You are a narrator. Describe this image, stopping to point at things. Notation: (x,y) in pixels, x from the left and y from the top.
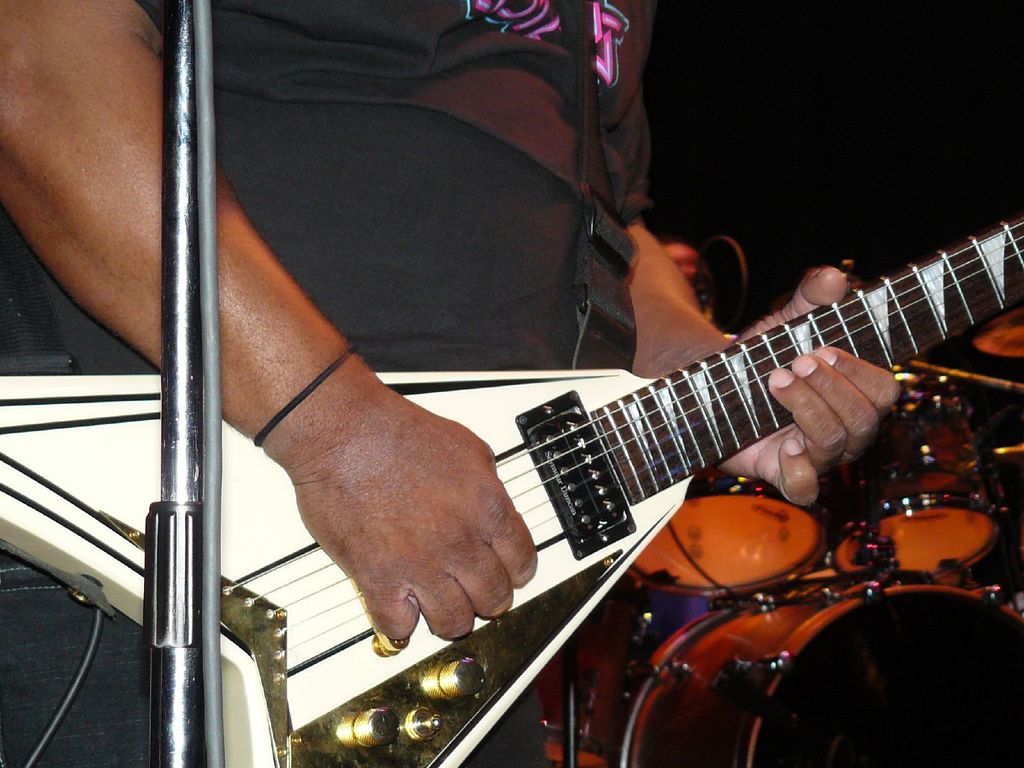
In this image, we can see a person (557,128) playing a guitar (561,408). There are musical drums (872,575) in the bottom right of the image (919,682). There is a metal rod (175,350) and wire (212,334) on the left side of the image (212,355).
